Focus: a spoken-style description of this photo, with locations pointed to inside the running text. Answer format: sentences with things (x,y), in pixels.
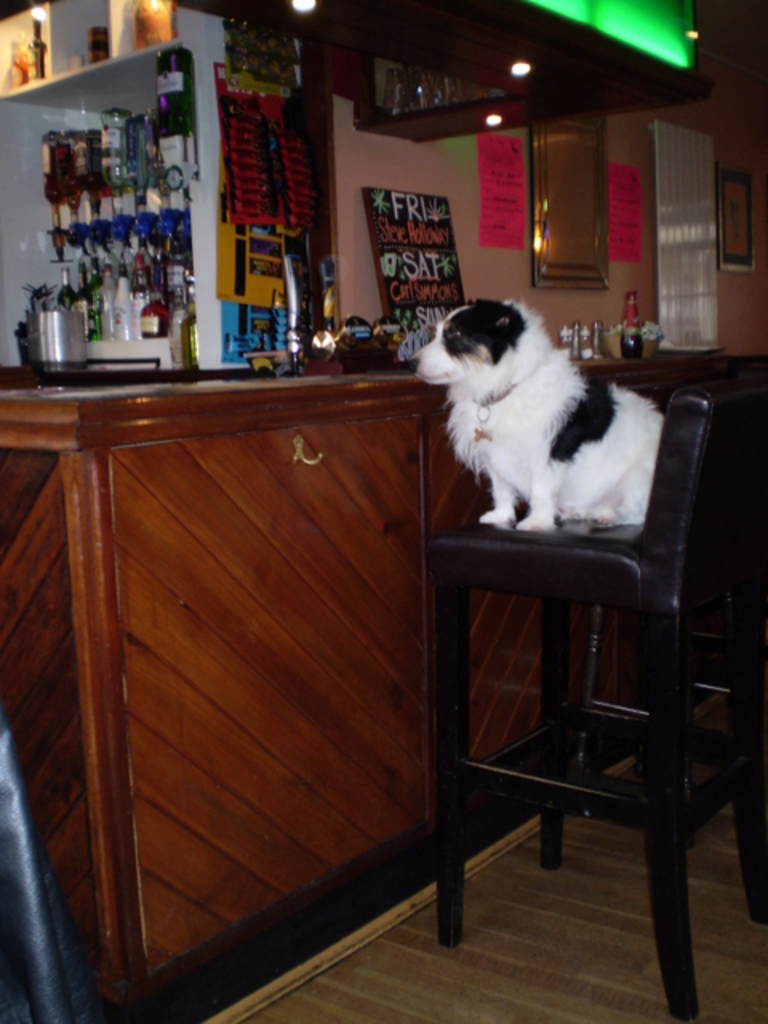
In this image we can see one dog (523,433) sitting on the chair (617,537), one wooden object (170,642) looks like cupboard (315,406) on the floor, some bottles (176,93) in the shelves (92,79), one object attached to the wooden cupboard (232,487) on the floor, some objects (255,270) in the shelves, one board (432,215) with text (405,249), one black object (5,796) at the bottom left side (0,1023) corner of the image, some objects (460,81) in the wooden cupboard (430,46) at the top of the image (423,104), some objects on the wooden cupboard (244,489) on the floor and some objects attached to the wall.
